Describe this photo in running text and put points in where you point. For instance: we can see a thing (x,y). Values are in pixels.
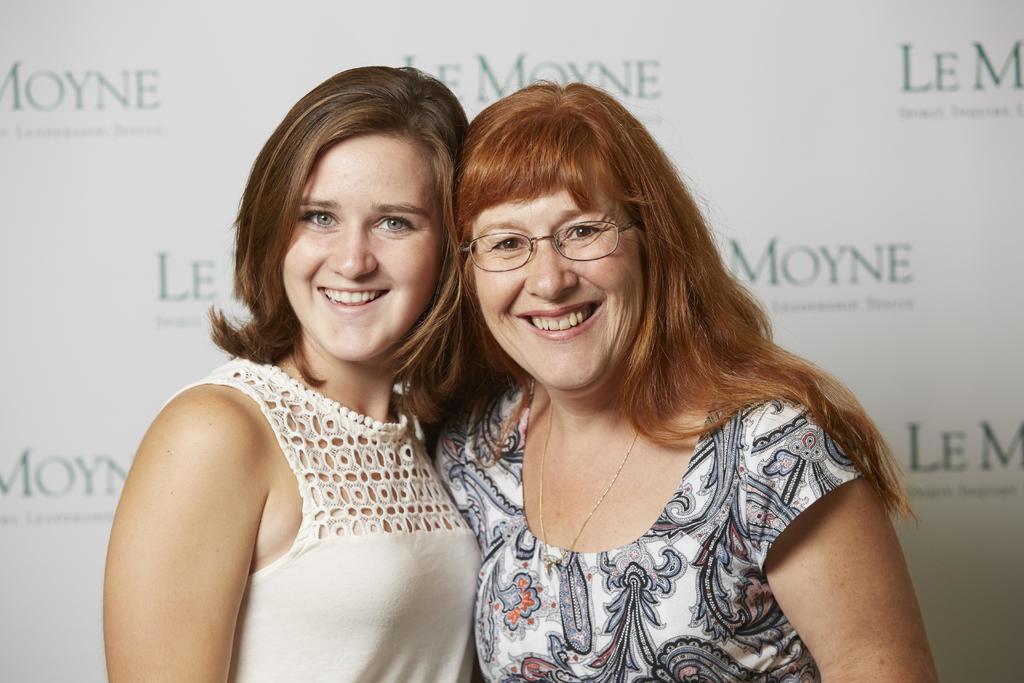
In this image, in the middle (512,429), we can see two women (427,597). In the background (206,216), we can see a white color board (854,139), on which some text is written on it.
